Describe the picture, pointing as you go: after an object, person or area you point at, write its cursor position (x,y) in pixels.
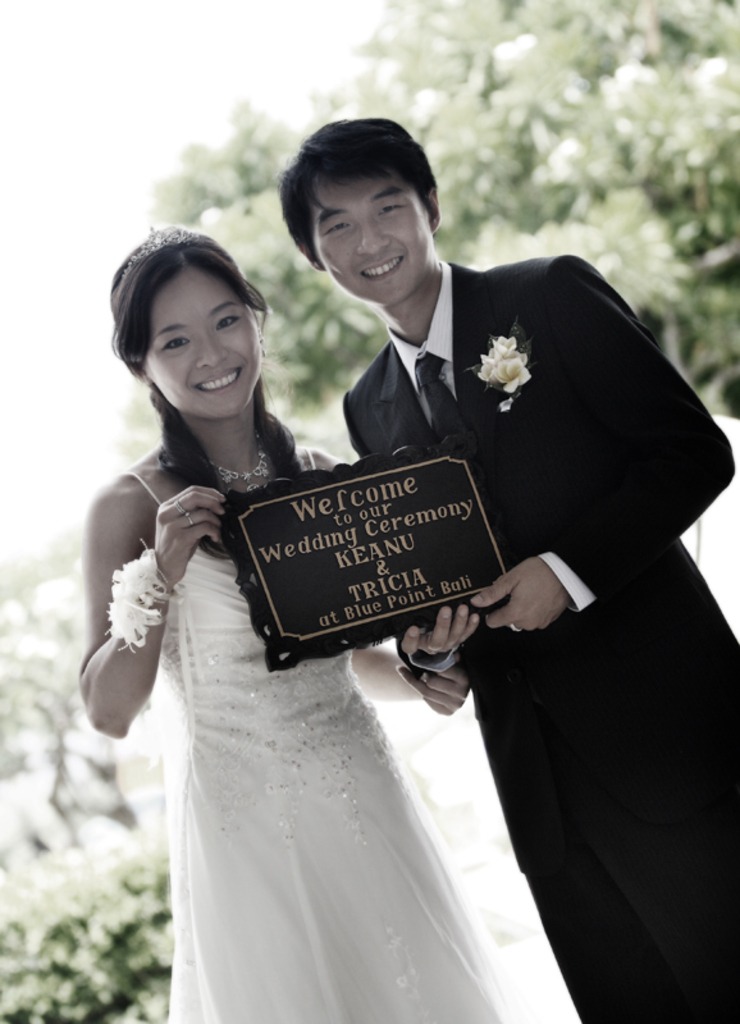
In this image I can see there are persons (451,337) standing and holding a frame (355,539) with text (381,553) written in it. And at the back (269,150) there are trees (234,119).
